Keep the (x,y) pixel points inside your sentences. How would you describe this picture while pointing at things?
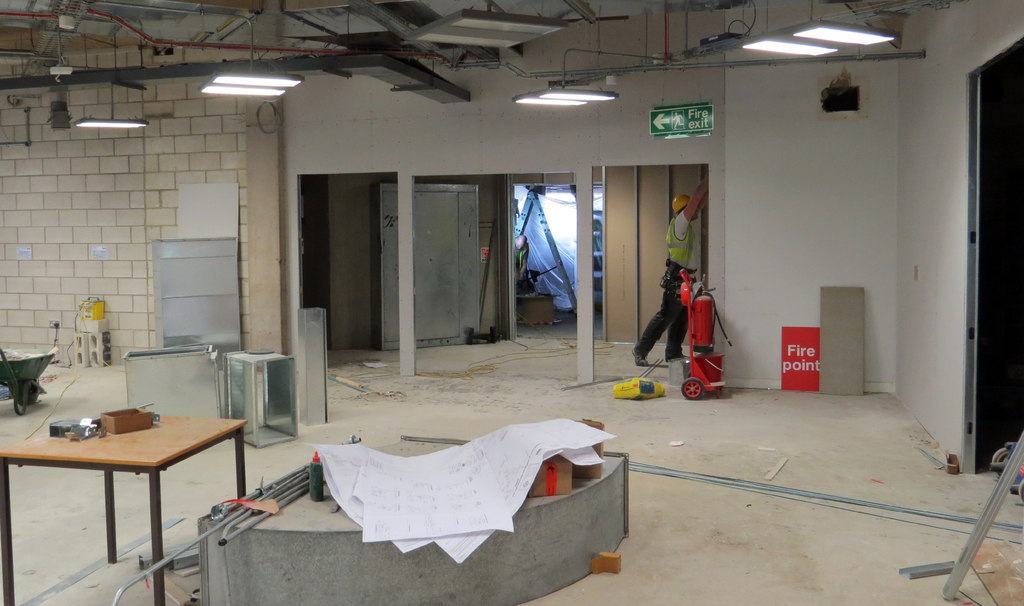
This image is taken inside a room (86,226), looking like it is under construction. At the background (416,267) there is a walls (157,226) with bricks (121,227) and doorways (630,204) with a sign board (706,129) on it. At the top of the image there were a lights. At the bottom of the image (37,580) there is a floor (719,517). In this room (712,513) a man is standing, he is working.
